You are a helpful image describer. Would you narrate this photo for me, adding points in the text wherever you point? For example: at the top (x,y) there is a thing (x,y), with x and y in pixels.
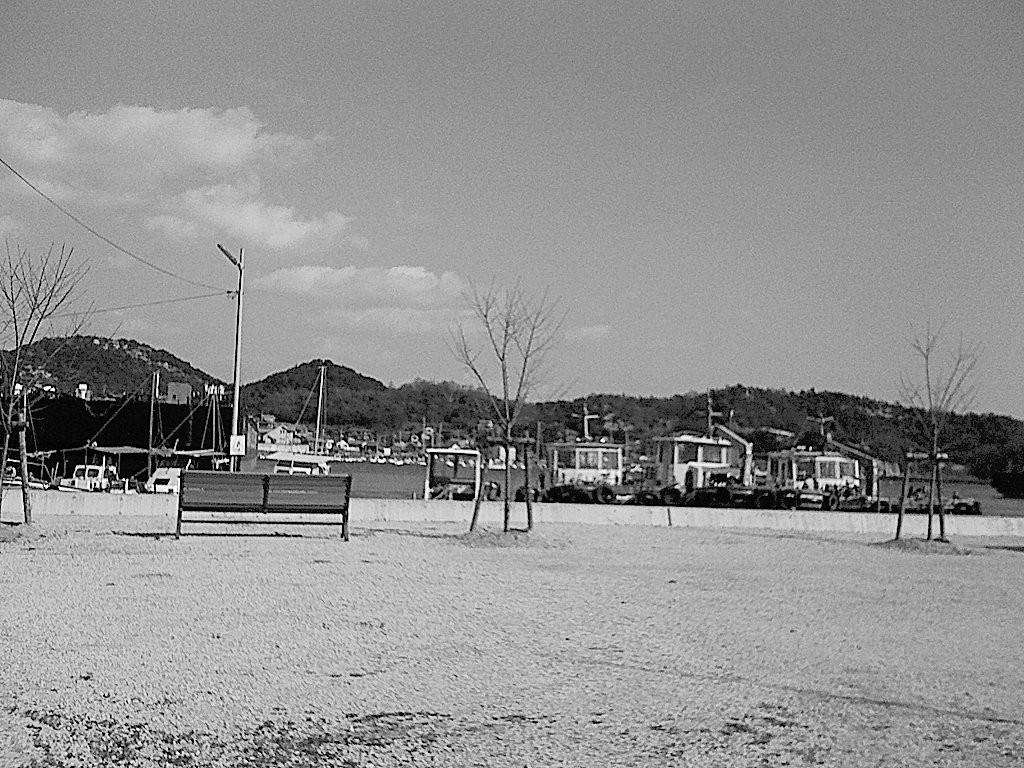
This is a black and white picture. Here we can see a bench (228,481) and poles (215,405). There are trees (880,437) and a mountain (367,405). In the background (402,316) there is sky (529,218) with clouds (412,280).
